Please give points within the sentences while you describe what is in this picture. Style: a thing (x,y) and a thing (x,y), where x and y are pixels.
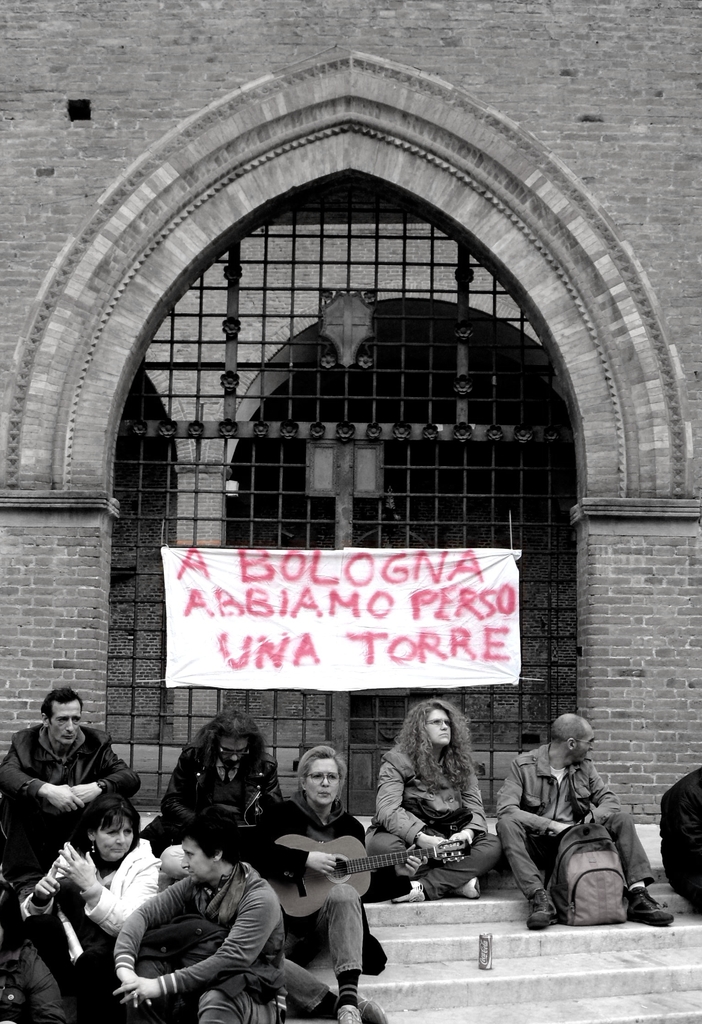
In this image, There are some people (698,834) sitting on the stairs (505,896) and in the background (638,194) there is a wall (569,118) which is in grey color and there are some fences (382,433) which are in black color and there is a white color poster (288,571).
